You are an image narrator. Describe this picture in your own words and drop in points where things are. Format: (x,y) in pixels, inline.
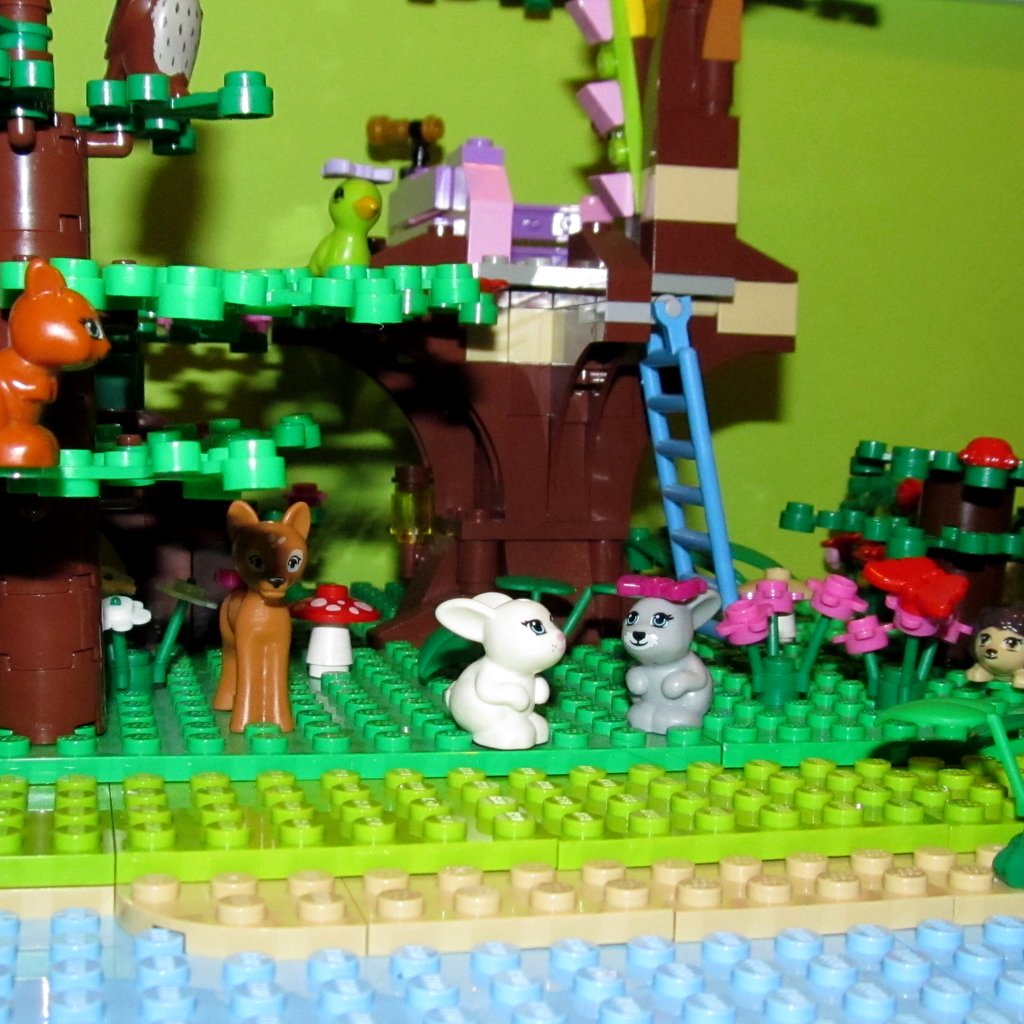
It is a building toy (441,406) there are different animal toys (491,639), flower plants (777,633) ladder (678,534) and many other things (516,244) are kept on the playing board (459,798), behind the board (550,749) there is a green color wall (845,146).
